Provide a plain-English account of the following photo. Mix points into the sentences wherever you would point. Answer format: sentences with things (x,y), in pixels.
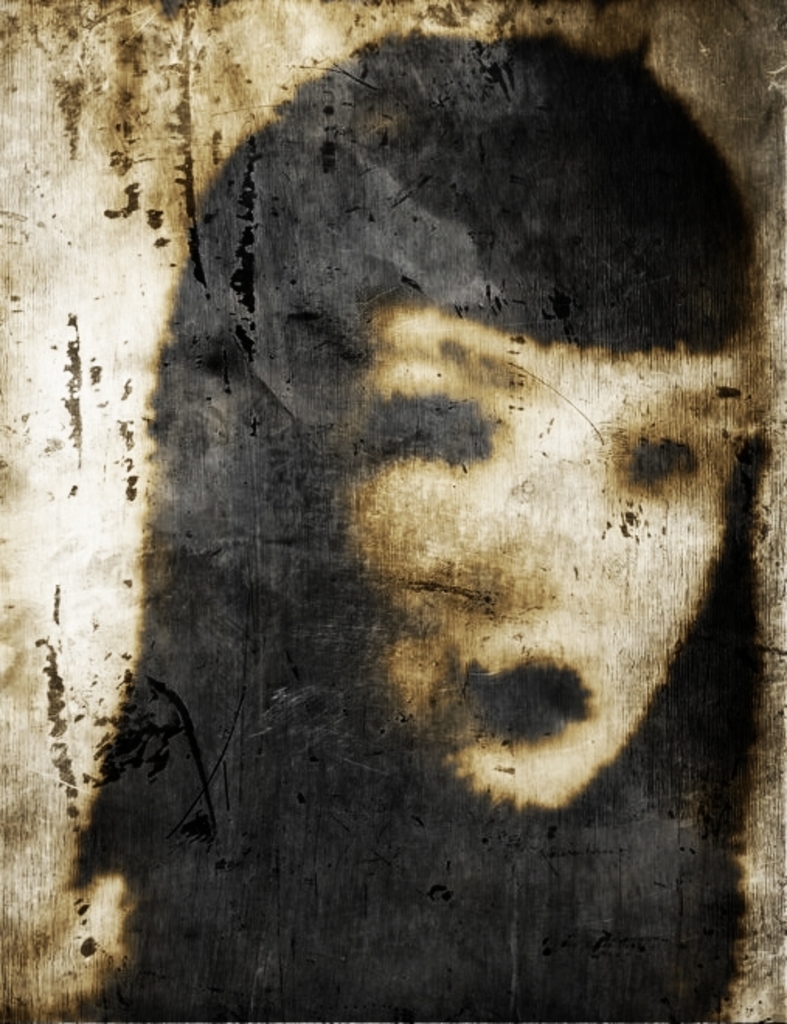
In this picture there is a girls poster (495,322) in the center of the image (460,590).
